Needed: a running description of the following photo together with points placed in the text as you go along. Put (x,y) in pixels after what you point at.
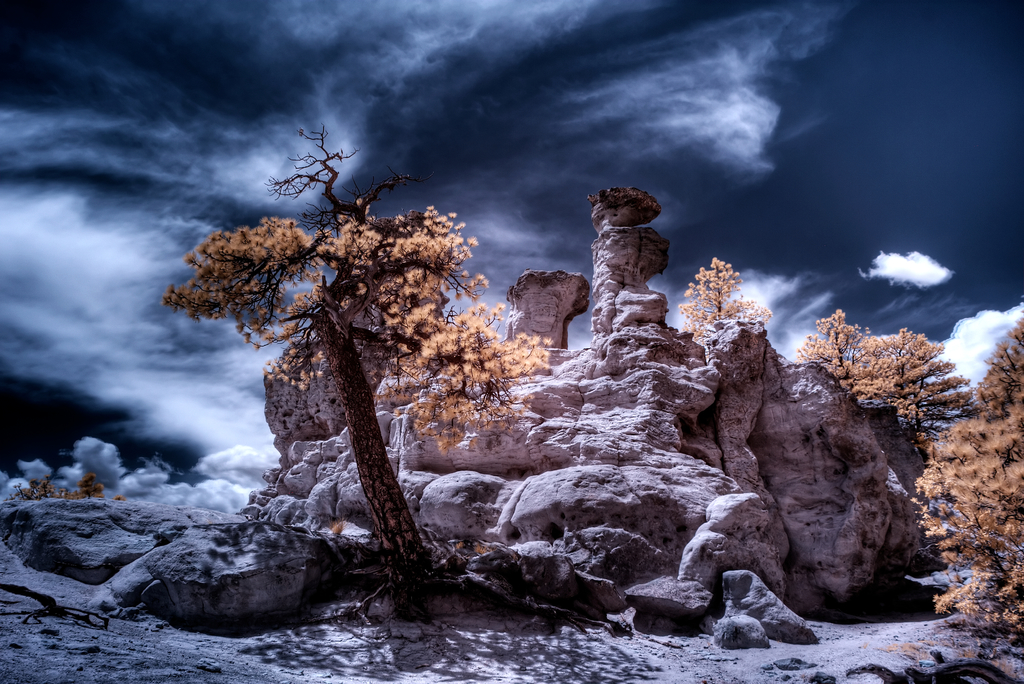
In this image I can see few trees (421,359) in the front (268,268). In the background (52,79) I can see clouds (219,501) and the sky (964,89).
